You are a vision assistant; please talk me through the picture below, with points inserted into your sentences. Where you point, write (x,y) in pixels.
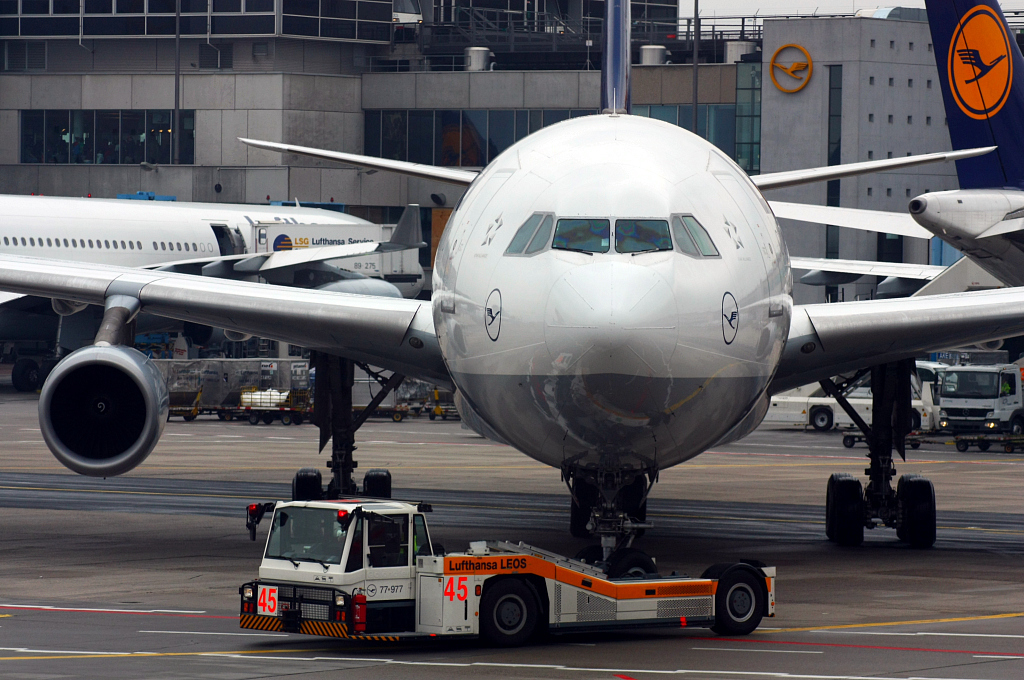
In this image we can see a flight (424,330). Near to that there is a vehicle (529,553). In the background (973,416) there are other vehicles (973,416). And there is a building (376,106). Also there are other flights (922,197). Also there are railings (592,38).
